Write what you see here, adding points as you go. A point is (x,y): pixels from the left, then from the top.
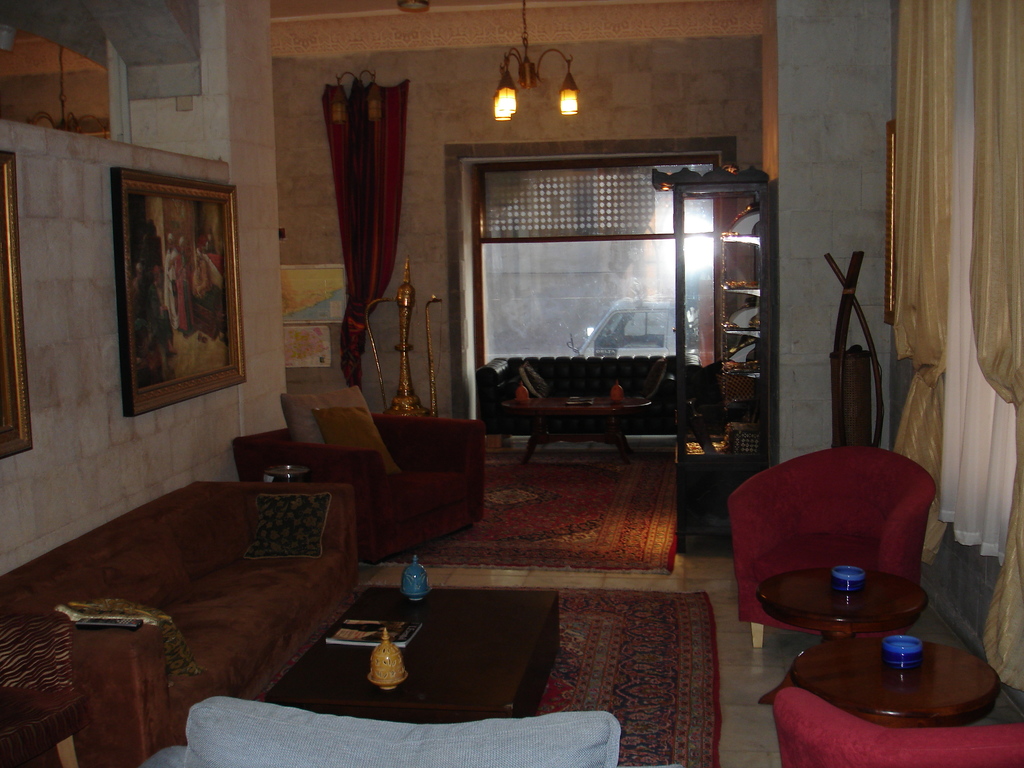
As we can see in the image, there is a white color wall (74,240), photo frame (184,233), curtain (387,177), lights (547,49), windows (554,225), sofas (237,483) and a table (496,639) over here.
